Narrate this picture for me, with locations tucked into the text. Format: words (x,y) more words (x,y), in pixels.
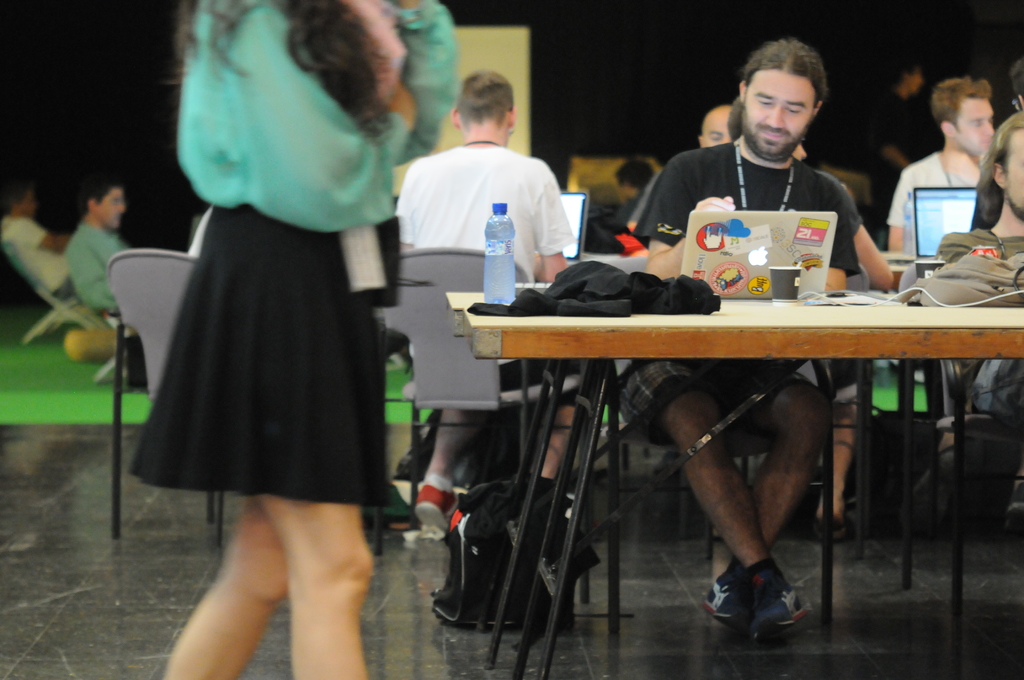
In this image there are group of people (646,167). There are laptops (787,239), cups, bottle (488,241), clothes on the table (469,294). At the bottom (492,573) there is bag (492,560) and there is a mat (60,374).
